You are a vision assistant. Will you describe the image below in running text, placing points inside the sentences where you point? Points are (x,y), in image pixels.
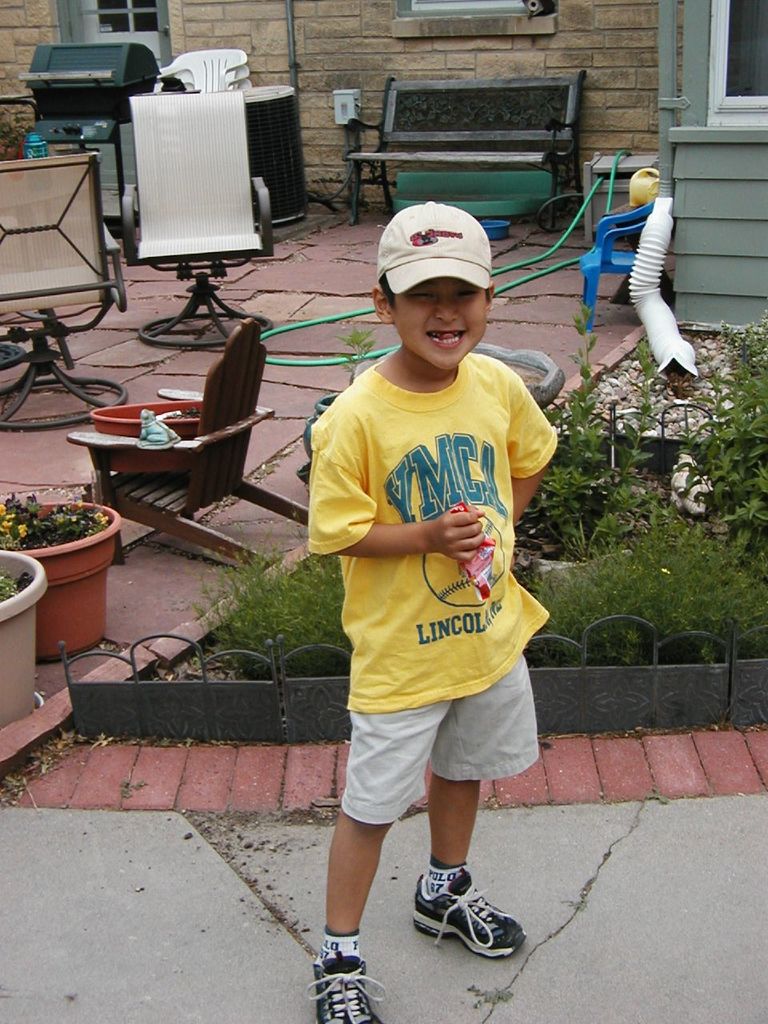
In the image we can see a child (440,431) wearing clothes (373,451), shoes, the cap (397,278) and the child (433,306) is smiling, the child (425,504) is holding an object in hand (456,545). Here we can see the grass (630,583), pots (68,559) and chairs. Here we can see the pipe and it look like the building (717,166).
